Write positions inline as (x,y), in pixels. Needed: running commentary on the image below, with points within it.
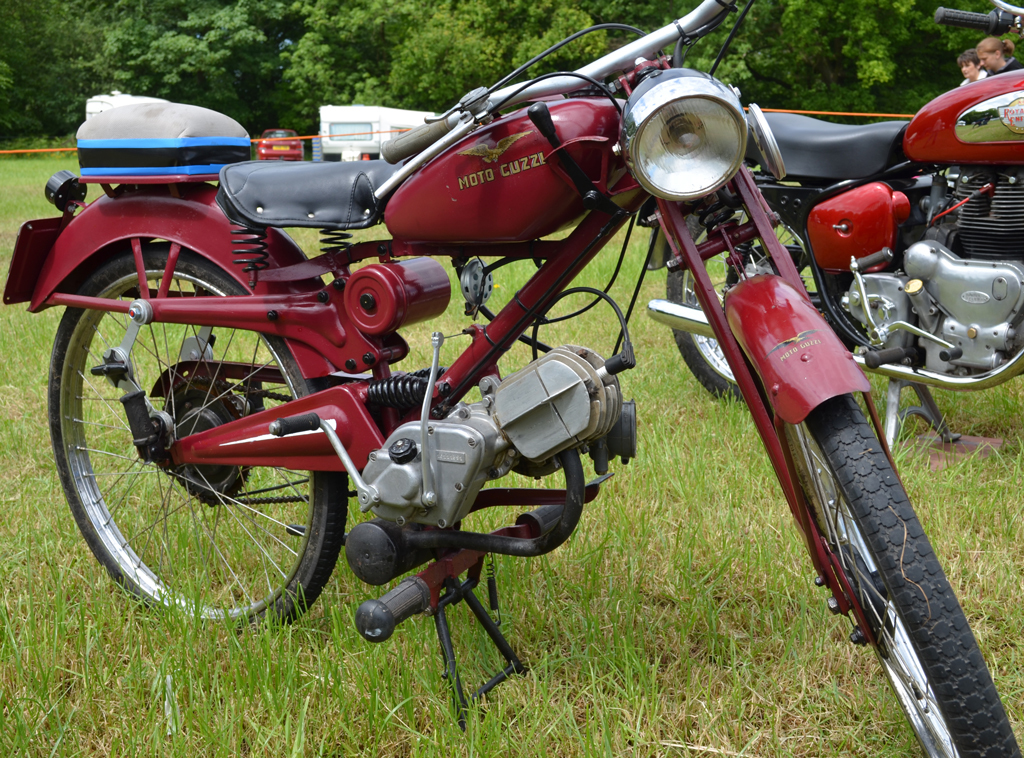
In this image we can see bikes (1007,380) on the grass (1013,422). In the background (344,157) we can see vehicles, people (1008,46), and trees (571,21).
